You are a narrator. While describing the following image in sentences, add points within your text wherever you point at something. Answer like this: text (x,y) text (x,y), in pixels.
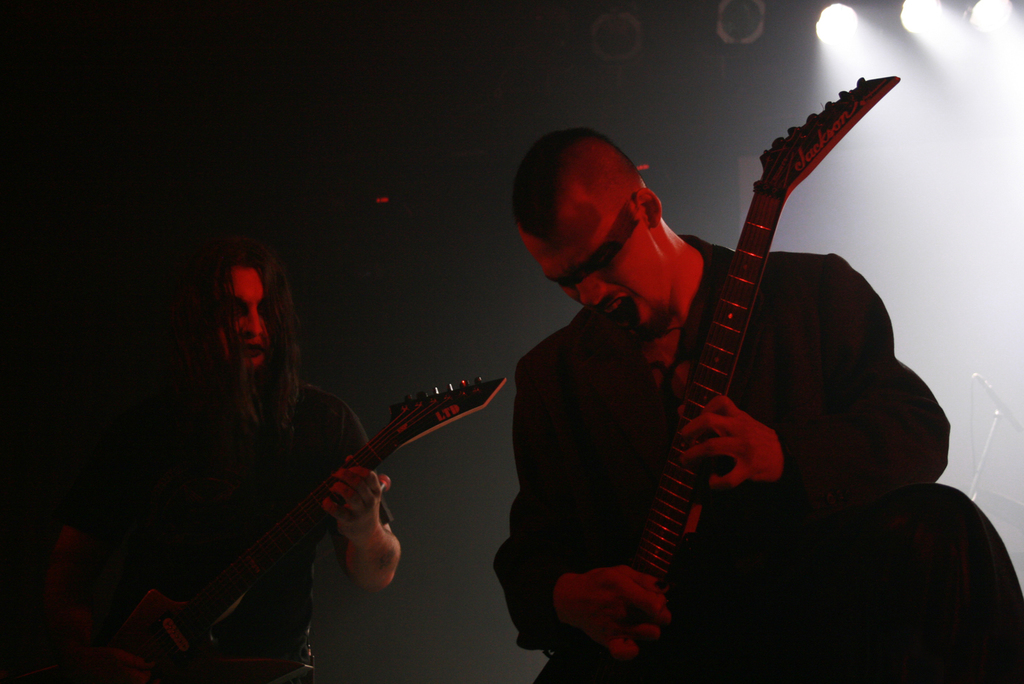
In front of the image there are two people (639,425) playing the guitar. In the background of the image (501,294) there is a wall (423,595). On the right side of the image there is a musical instrument (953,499). On top of the image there are lights (753,11).
